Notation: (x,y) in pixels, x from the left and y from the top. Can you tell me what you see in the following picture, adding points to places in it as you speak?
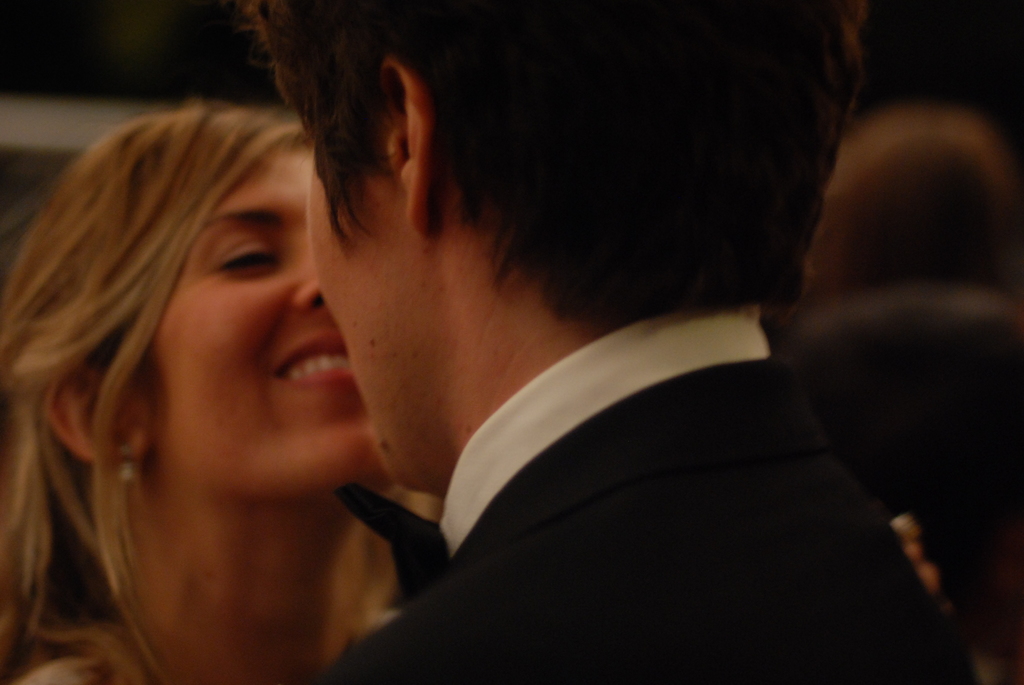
This is a zoomed in picture. In the foreground (721,342) we can see the two persons (389,302). The background of the image (932,224) is blurry and there are some objects (998,427) in the background (887,434).
